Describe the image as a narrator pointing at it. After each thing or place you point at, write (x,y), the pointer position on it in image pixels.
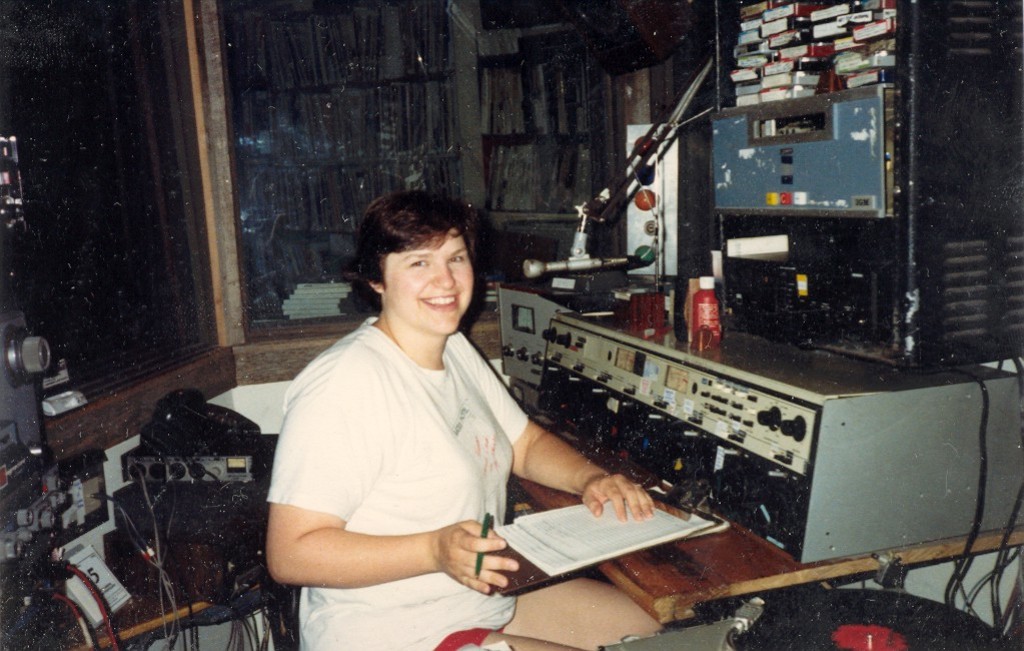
In this picture I can see a woman (426,384) sitting in front (381,257) and I see that she is smiling. I can also see that, she is holding a pen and I see many papers (569,526) under her hand (588,495). I can also see that, there are many equipment (971,152) around. In the background (429,30) I can see the books (285,146).
